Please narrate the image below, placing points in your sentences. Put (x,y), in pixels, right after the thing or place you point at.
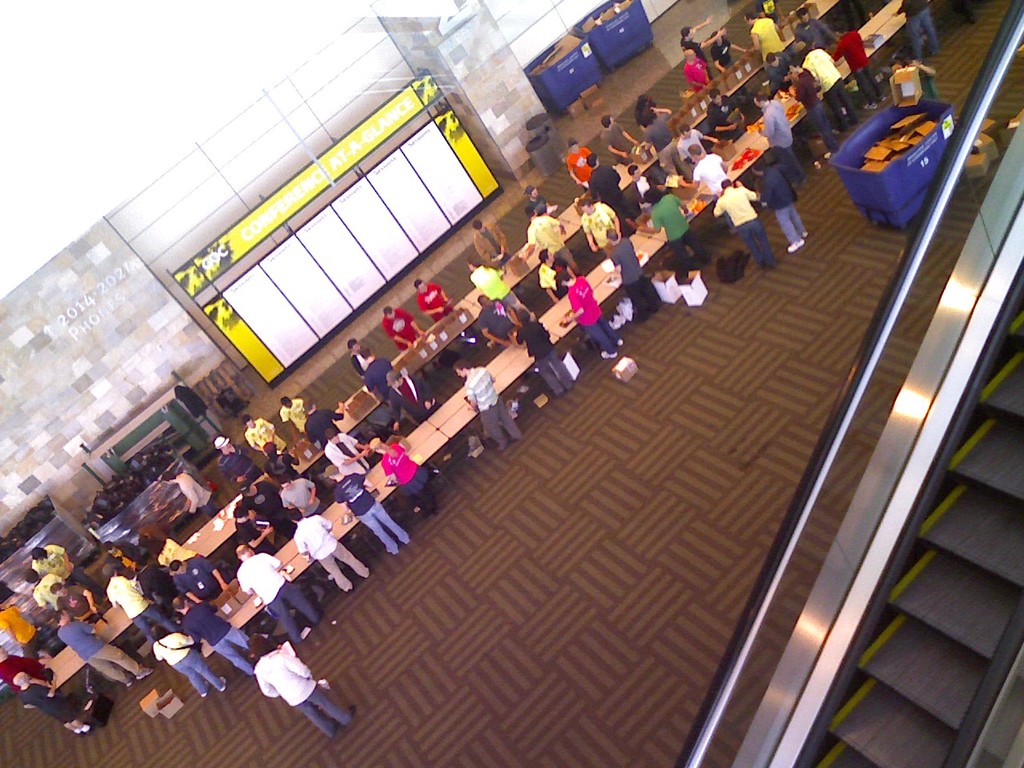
This image is taken indoors. At the bottom (547,541) there is a floor (481,634). On the right side of the image (833,760) there is an escalator (827,627). In the middle of the image (420,389) there are many tables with many things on them and many people (562,276) are standing on the floor (537,284). In the background (208,203) there is a wall (93,233) with a board (267,272) and text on it and there are two baskets (604,49) on the floor (642,67).
